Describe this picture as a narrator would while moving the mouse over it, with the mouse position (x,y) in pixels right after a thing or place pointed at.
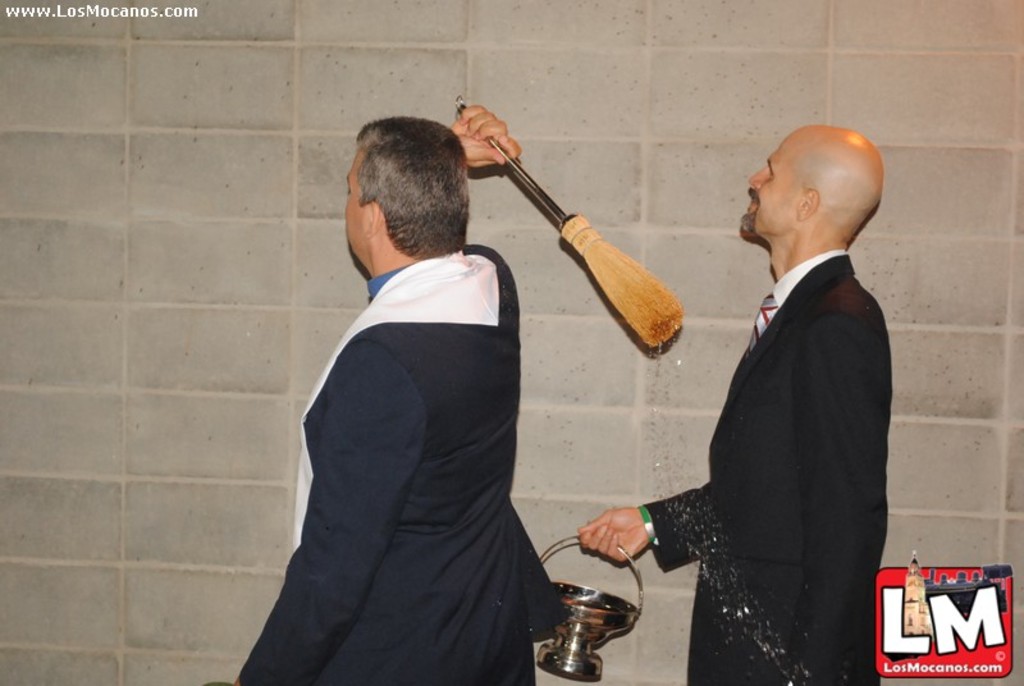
In this picture I can see two persons (833,399) standing, there is a person (415,648) holding a mini broomstick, there is another person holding an object (571,662), and in the background (831,36) there is a wall (932,95) and there are watermarks (900,640) on the image.
